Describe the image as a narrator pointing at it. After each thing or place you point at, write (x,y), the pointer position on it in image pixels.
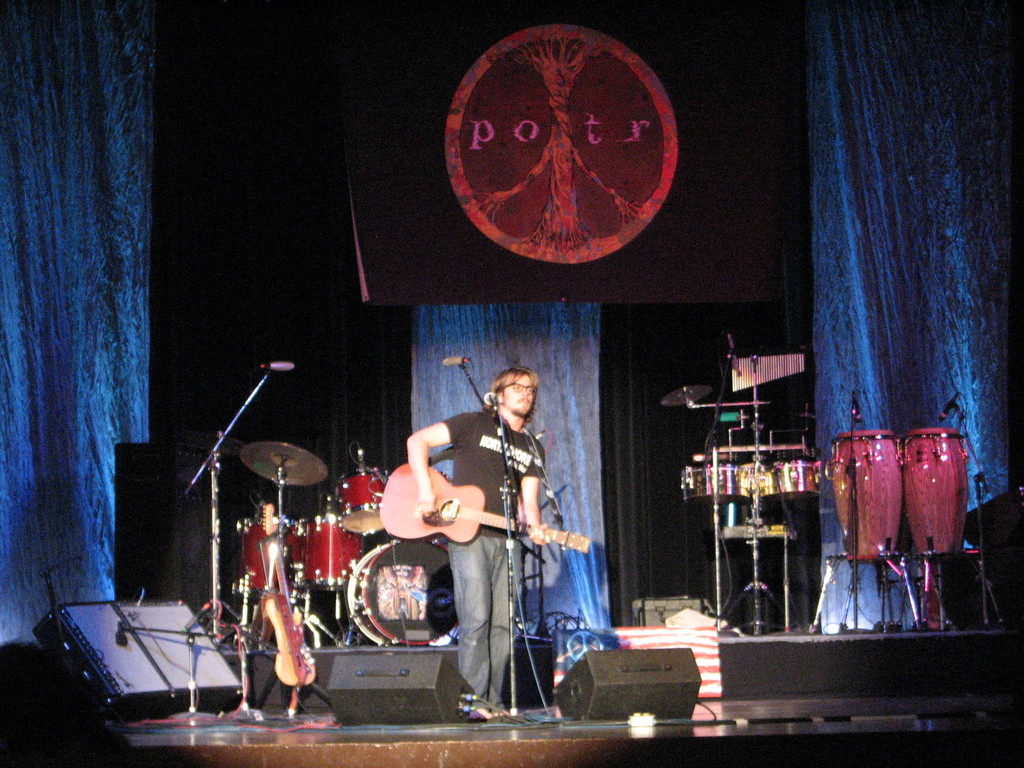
A person (480,634) is standing by holding in the guitar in his hands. There are drums (377,583) behind him.
